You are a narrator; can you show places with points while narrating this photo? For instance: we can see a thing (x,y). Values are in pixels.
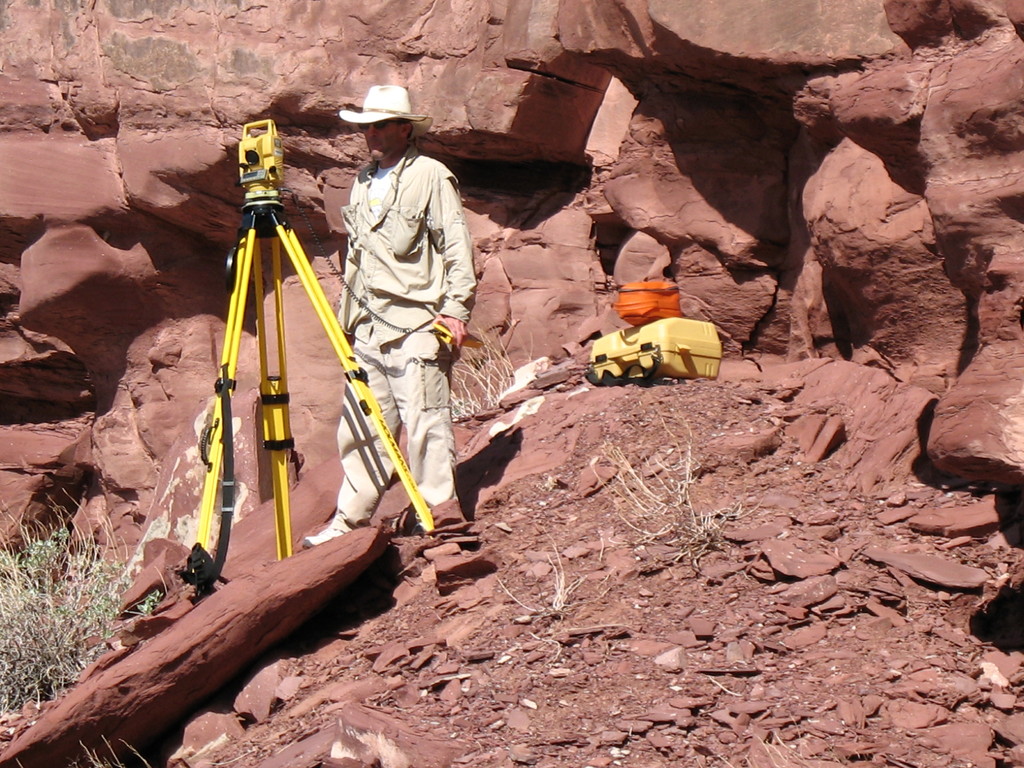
In this image we can see a man (406,354) is standing, in front (236,314) here is the stand (238,294), at the back (159,472) here are the rocks (739,310).
